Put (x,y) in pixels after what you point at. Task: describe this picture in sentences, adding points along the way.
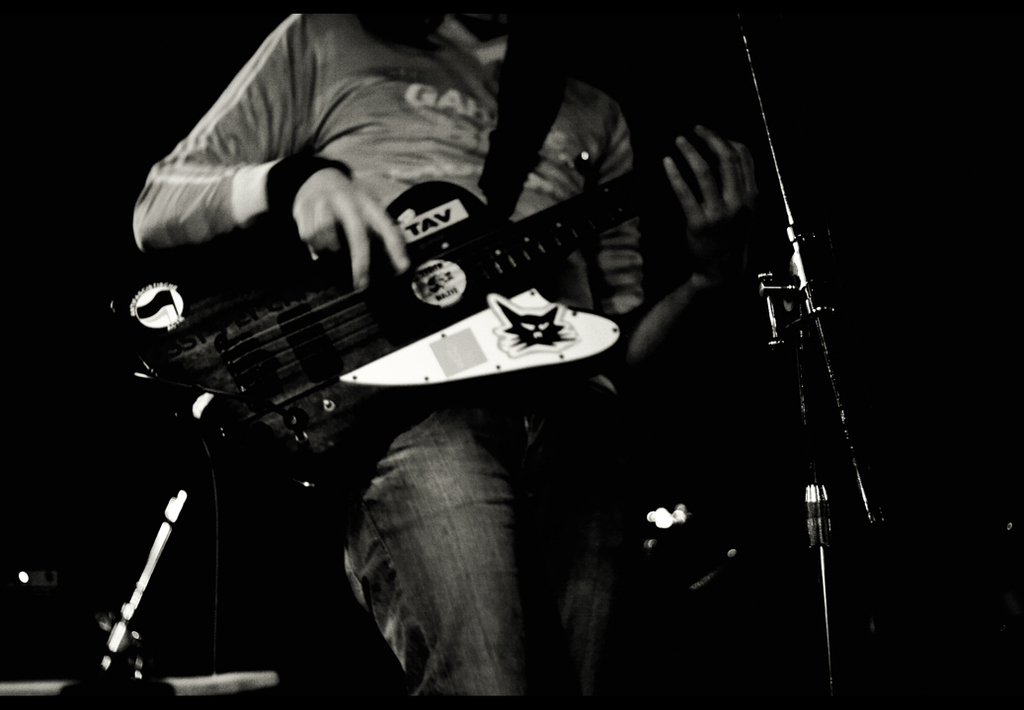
This person (463,502) standing and playing guitar (515,296). There is a microphone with stand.
